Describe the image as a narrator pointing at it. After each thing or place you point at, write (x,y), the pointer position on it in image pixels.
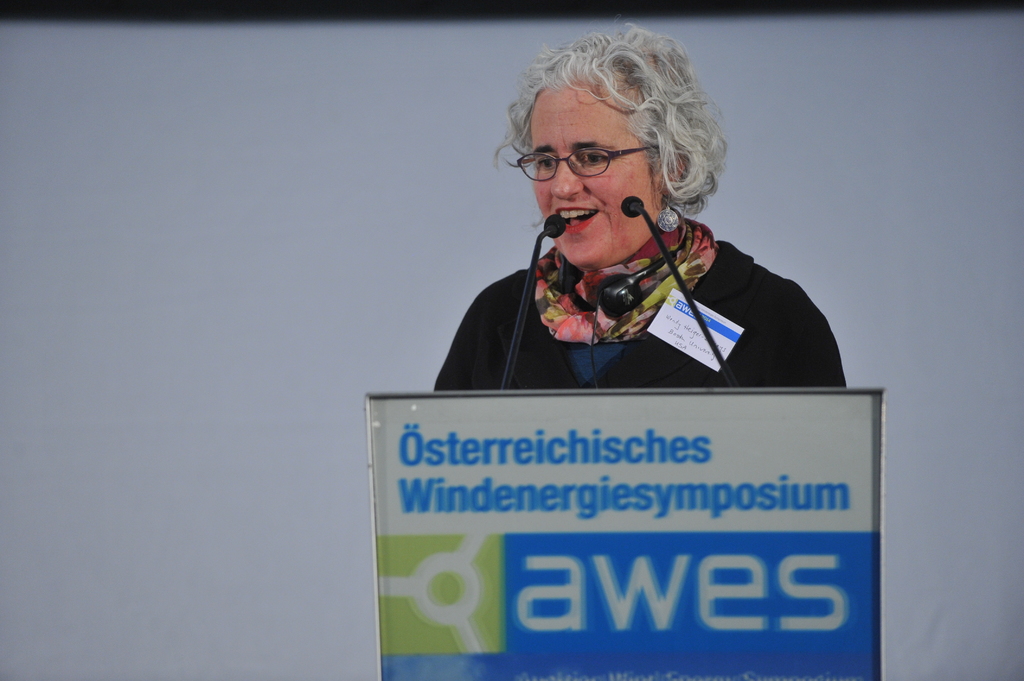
In this picture we can see a person (712,269) wearing scarf (703,235), headphones (629,282), standing and seems to be speaking and we can see the microphone (557,230) is attached to the podium (591,512) and we can see the text (657,453) on the podium (596,419). In the background (285,153) there is an object (283,428) which seems to be the wall (40,380).
